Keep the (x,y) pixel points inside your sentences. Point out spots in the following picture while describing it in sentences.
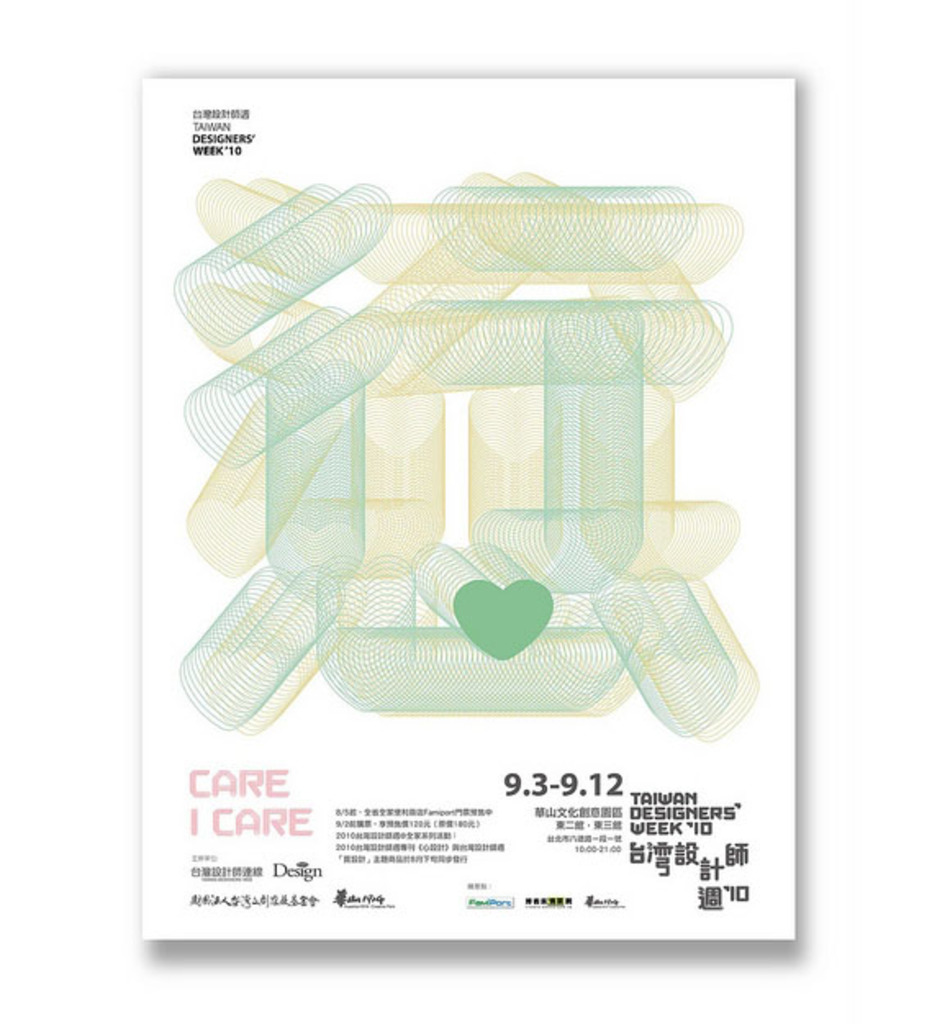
In the center of this picture (402,669) we can see a white color object (357,442) on which we can see the text (300,832), numbers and some pictures (499,389). The background of the image (653,1005) is white in color.
